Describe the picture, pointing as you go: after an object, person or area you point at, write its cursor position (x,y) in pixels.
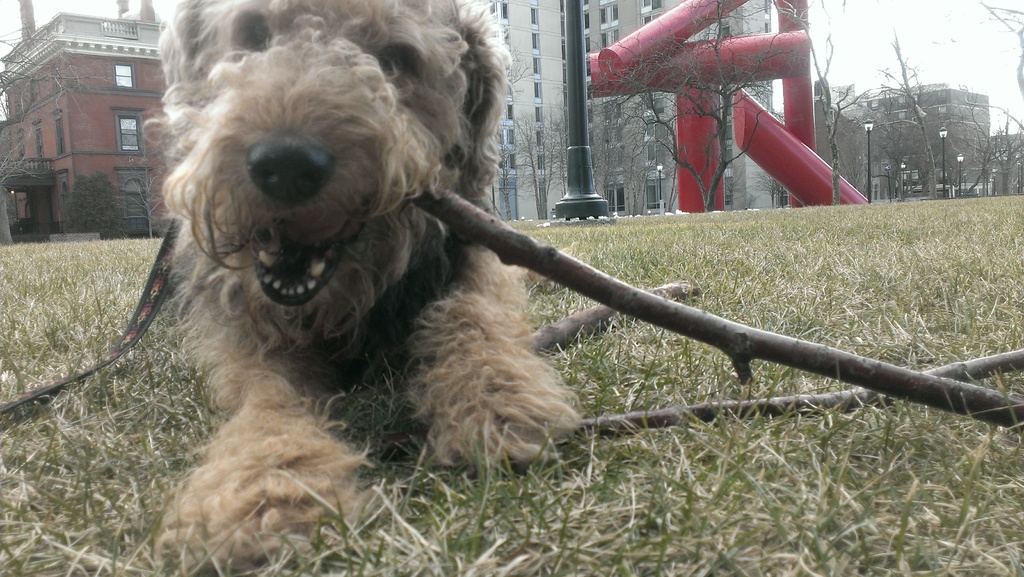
In this image we can see a dog (315,443) lying on the grass (640,368) and twigs (539,270). In the background (135,85) there are buildings (92,93), trees (828,123), street poles (870,132), street lights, sculpture (705,55) and sky (889,49).
